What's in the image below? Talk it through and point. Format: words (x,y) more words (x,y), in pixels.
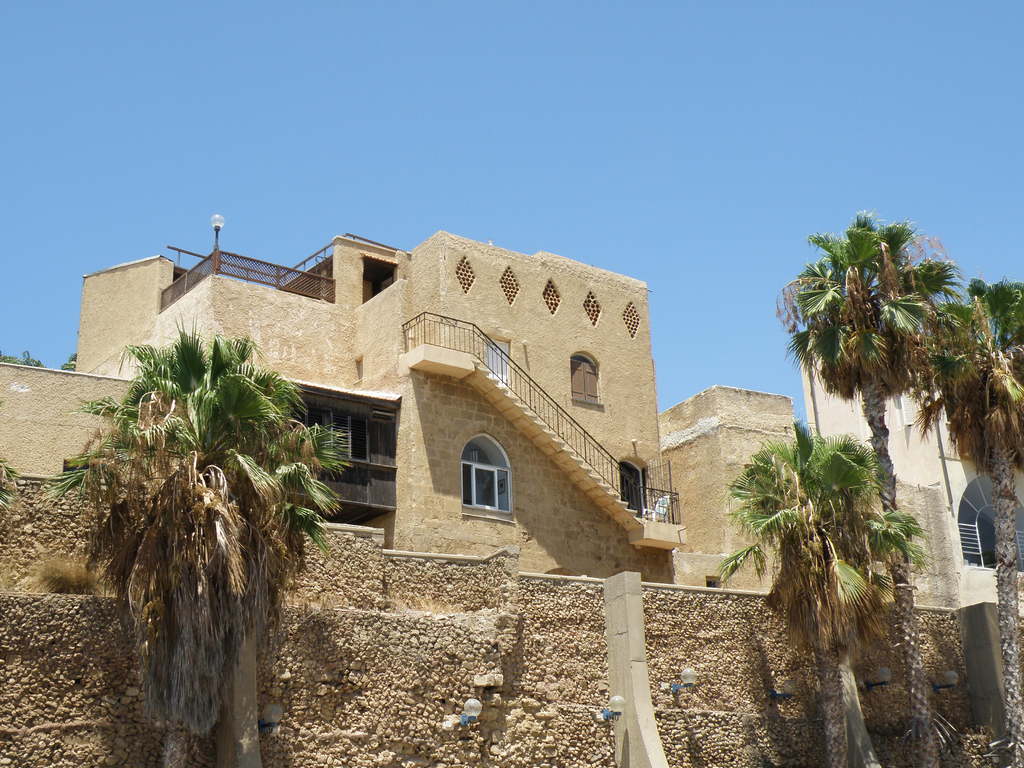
In this image there are buildings (388,482), in front of the buildings (695,511) there are trees (809,307). In the background (577,148) there is the sky (425,124).
